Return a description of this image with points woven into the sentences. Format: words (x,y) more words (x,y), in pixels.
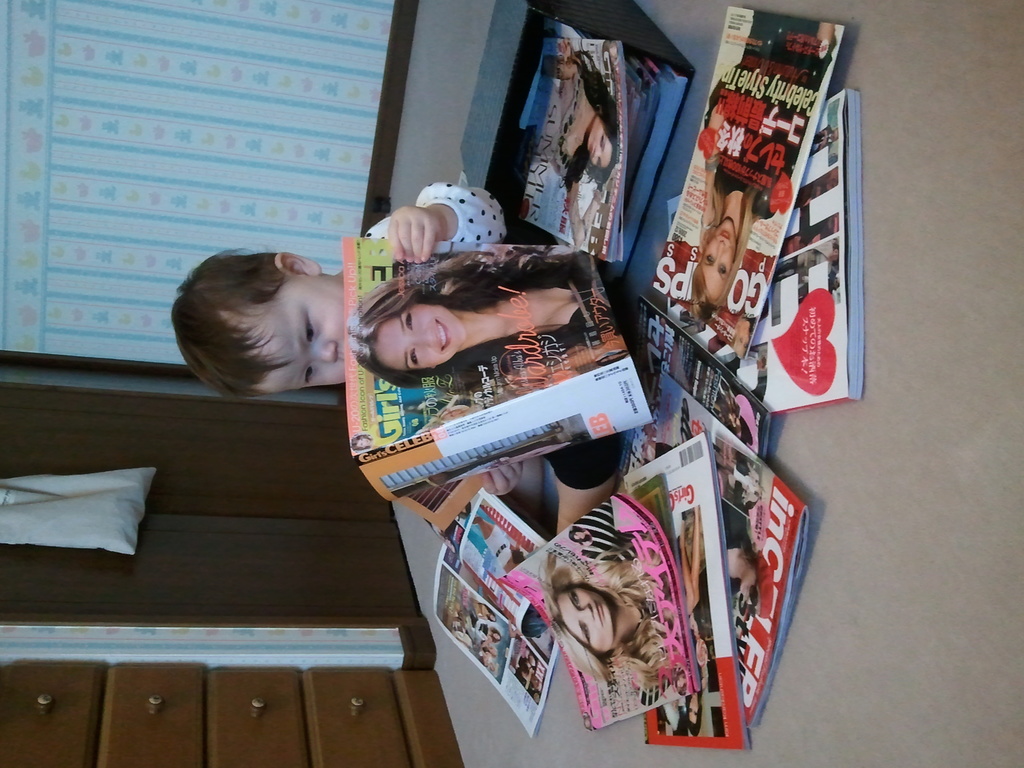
There are many books (684,354) on the floor (961,491). And a baby (434,196) is sitting on the floor (815,471) and holding a book (525,340). In the back (142,312) there is a wall (113,330) with cupboard (290,675).
